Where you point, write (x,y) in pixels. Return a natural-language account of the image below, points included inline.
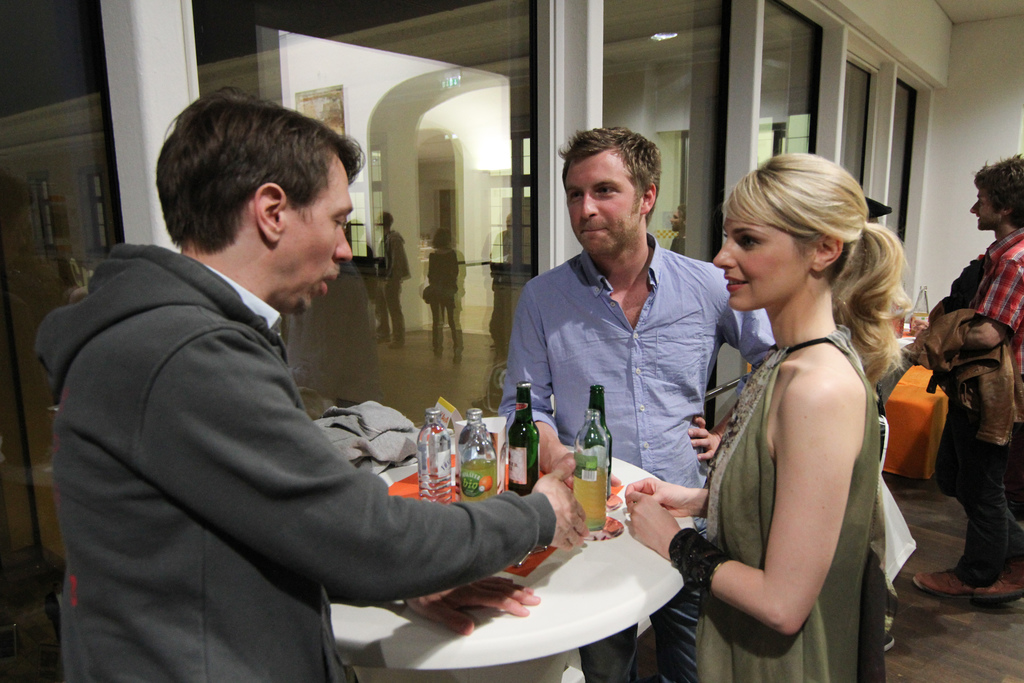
There are three persons (668,344) standing. In front of him there is a table (544,601). On the table (533,615) there are bottles (539,459) and jackets (381,421). Behind him another person (970,341) is standing. And there is a wall (466,90) with glass (788,90) in the background (716,108).
